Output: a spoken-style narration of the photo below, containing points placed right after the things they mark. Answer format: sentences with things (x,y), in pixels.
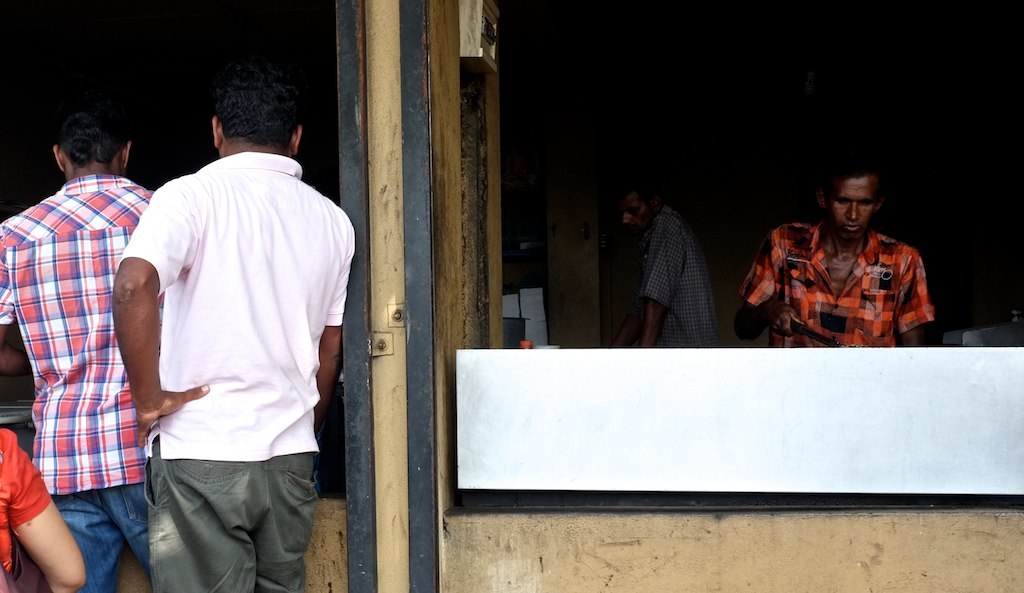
In this image we can see some persons (795,238) standing and there is a person (837,302) holding an object (808,326). Image also consists of a switch board (486,36).
